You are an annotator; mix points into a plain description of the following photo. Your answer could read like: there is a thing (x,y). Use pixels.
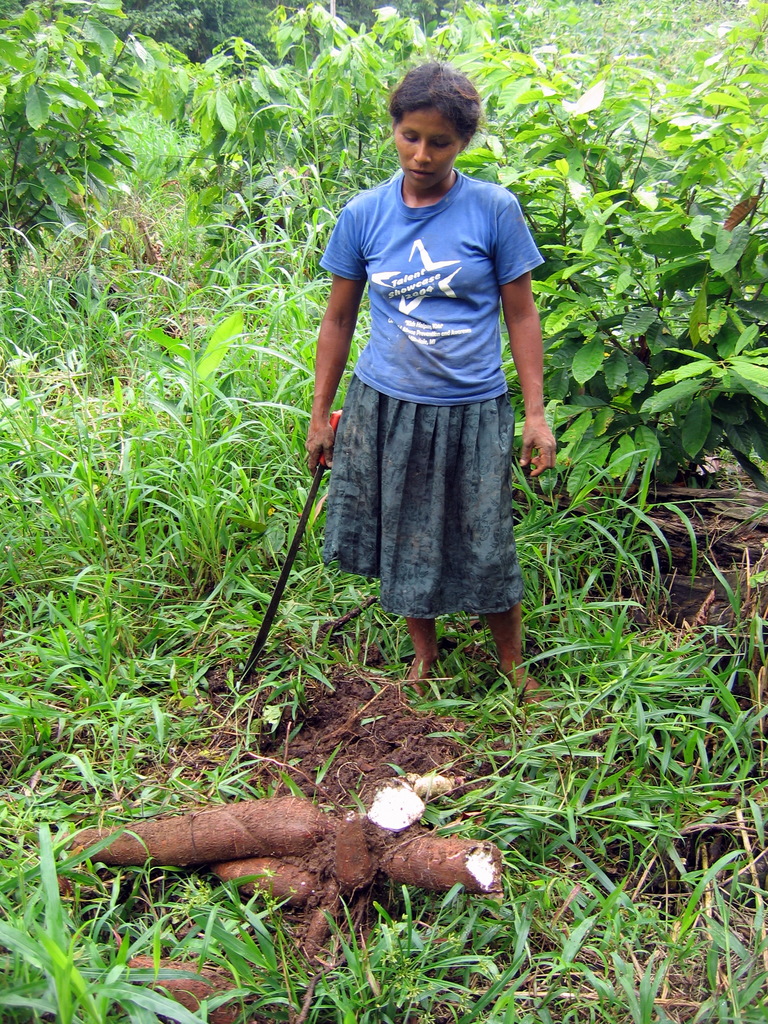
This picture shows plants (692,382) and we see a woman (390,422) holding a digging instrument (259,645) in her hand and we see grass (90,821) on the ground (196,899).
